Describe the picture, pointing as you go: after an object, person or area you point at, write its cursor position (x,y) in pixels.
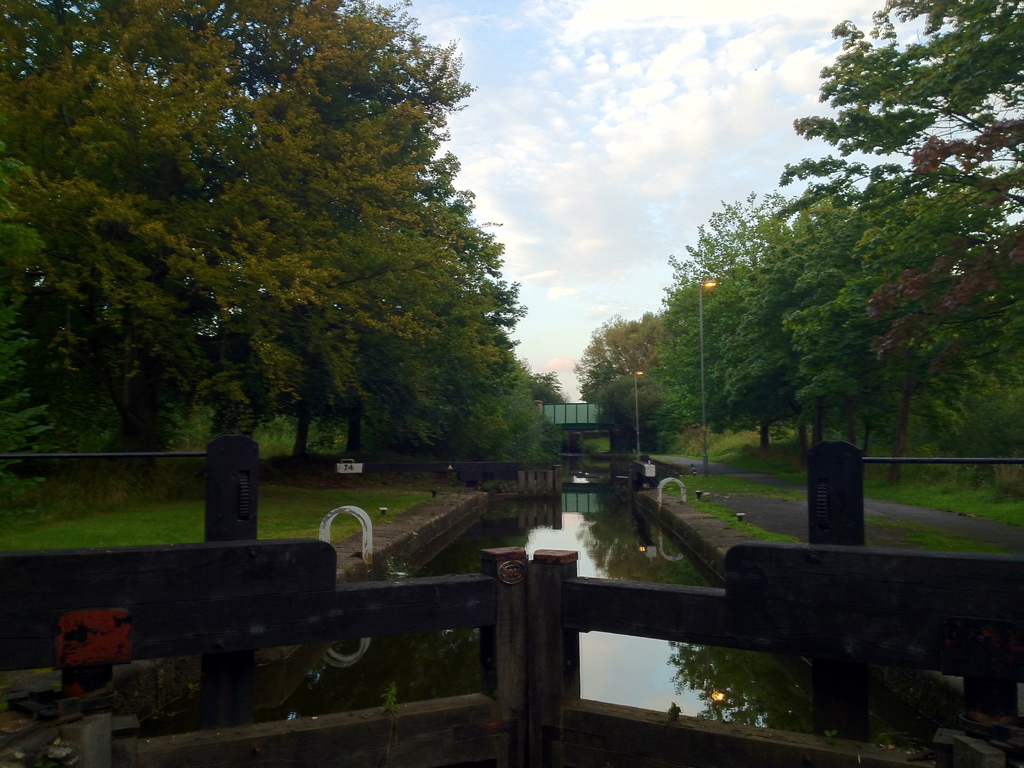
In this picture we can see water (655,654) at the bottom (678,647), in the background (871,437) there are some trees (647,354), we can see grass (157,504) and there is the sky (650,131) at the top of the picture (680,125), on the right side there are two poles (700,331) and lights (638,380).
